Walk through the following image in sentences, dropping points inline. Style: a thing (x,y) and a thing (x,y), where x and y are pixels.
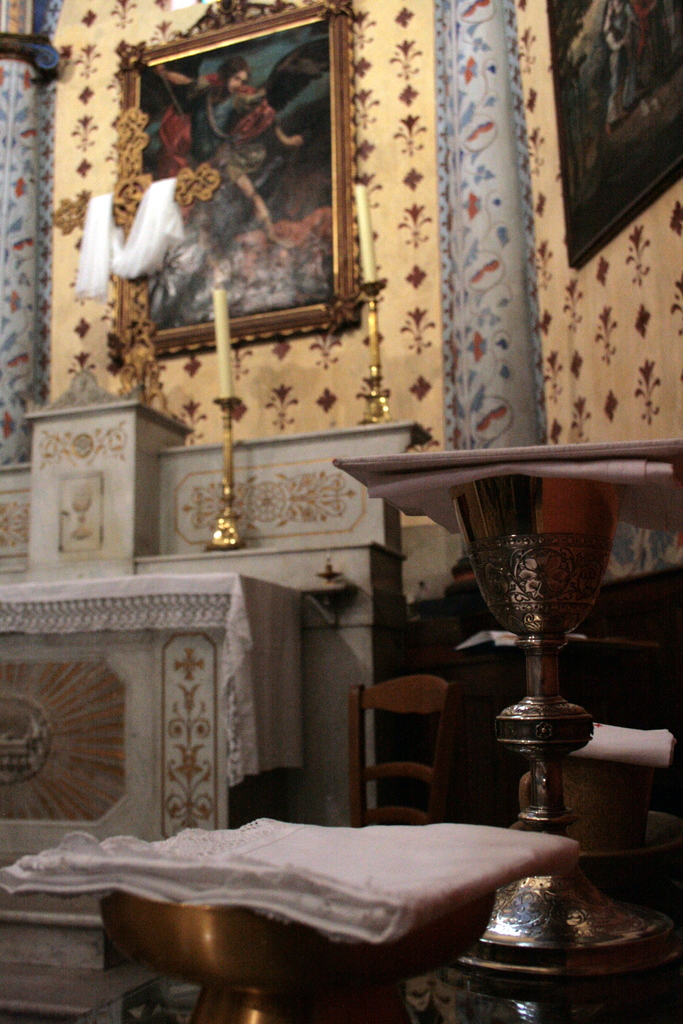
In this image we can see two photo frames (590,122) attached to the wall (416,28), two pillars (44,69), one white cloth (91,237), one chair (398,770), two candles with stands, some clothes (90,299), one cloth (200,604) on the table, some tables (24,910), two bowls (513,583) and some different objects (330,582) are on the surface (282,487).
